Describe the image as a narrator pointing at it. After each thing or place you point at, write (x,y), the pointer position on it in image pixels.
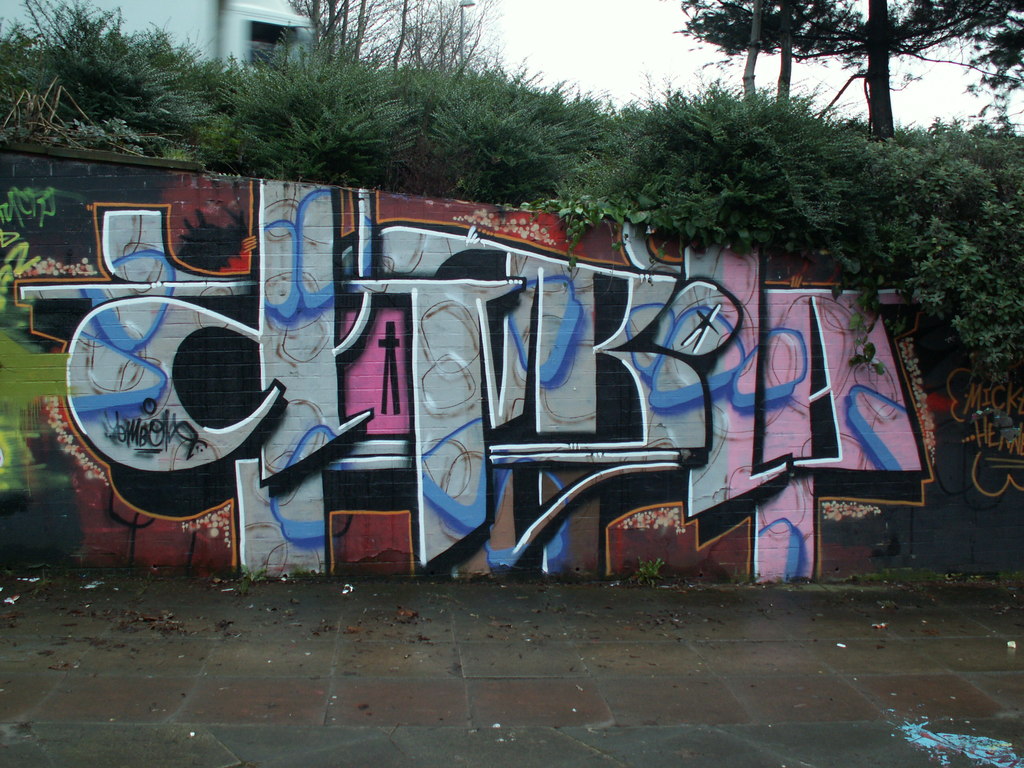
There is a wall (419,330). On that there is graffiti (528,351). In the back (394,148) there are trees (569,168) and sky (545,49).
